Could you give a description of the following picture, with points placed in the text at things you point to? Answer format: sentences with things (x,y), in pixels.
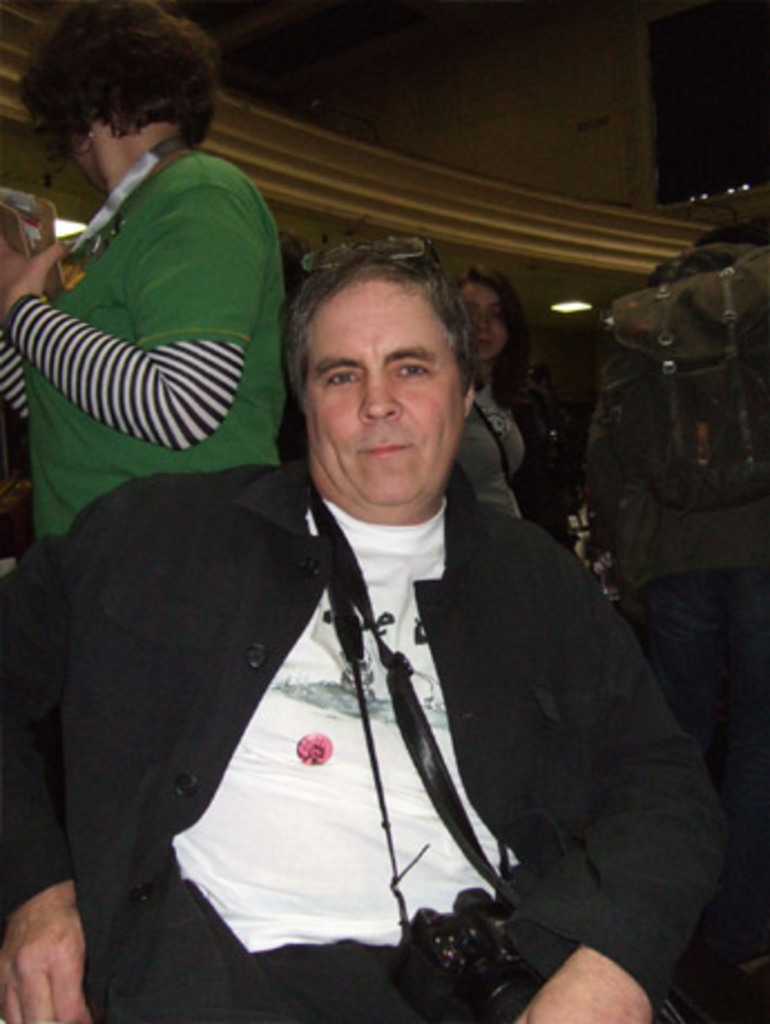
In this picture there is a man (291,328) sitting here and there are few people (179,276) in the backdrop (156,263) and there is a wall (608,233) here.
